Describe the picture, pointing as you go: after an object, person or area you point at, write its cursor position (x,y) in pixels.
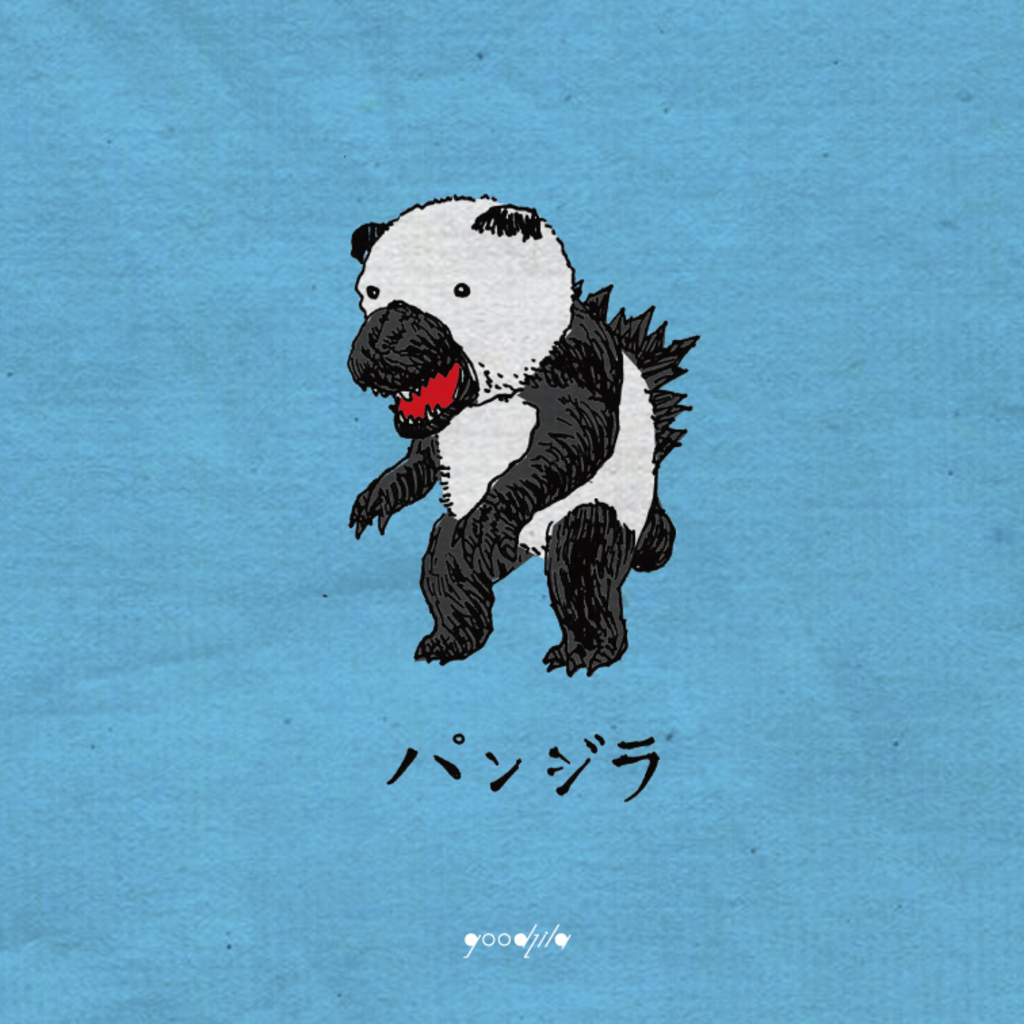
In this picture we can see a painting (504,246) of an animal (559,395) on the blue surface (344,454).
